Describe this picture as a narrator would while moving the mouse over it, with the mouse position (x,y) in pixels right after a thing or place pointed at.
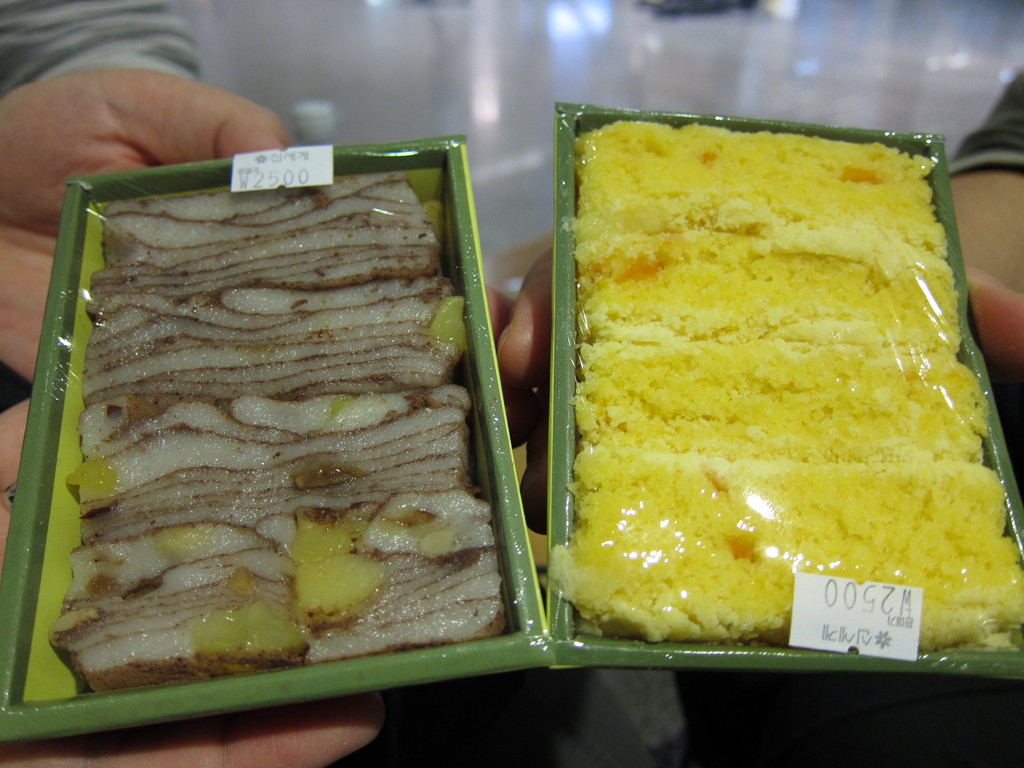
In this image I can see two rectangular food bowls (580,371) with food (111,381) I can see stickers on these bowls (813,518) with some numbers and text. I can see hands (1,438) beneath the bowls (656,656) holding this bowls (142,189).
